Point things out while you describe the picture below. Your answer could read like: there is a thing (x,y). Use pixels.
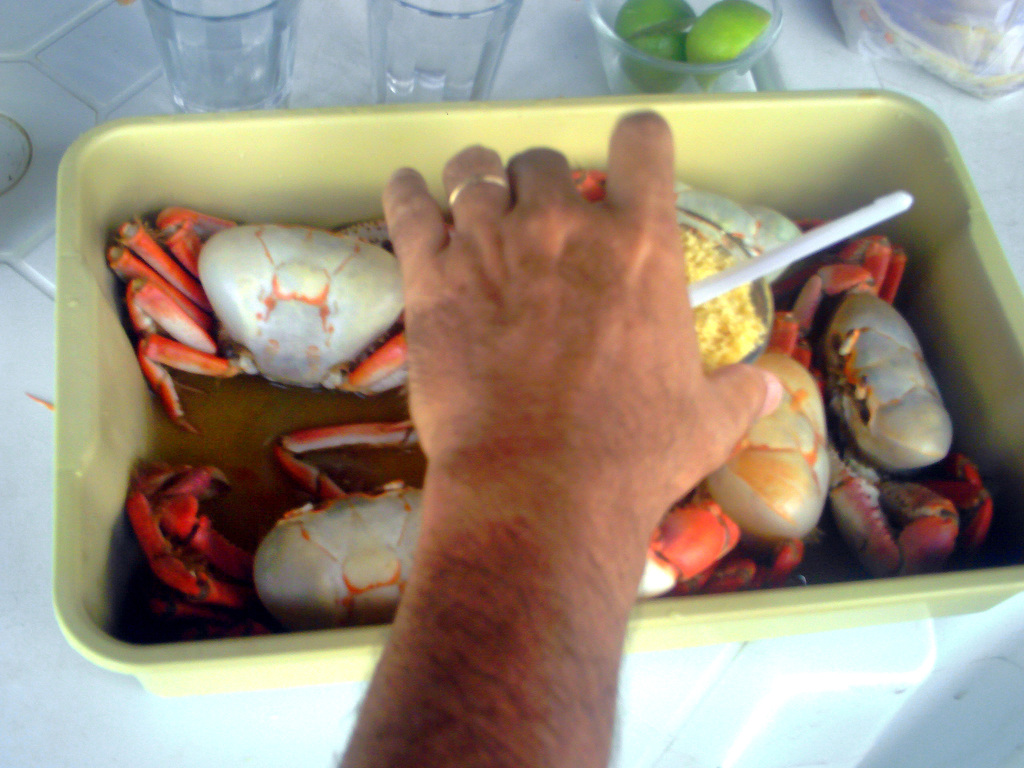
In this picture we can see few crabs (307,334) in the bowl (72,570), behind to the bowl (242,112) we can find few glasses (457,40), and also we can see a human hand (585,470).
